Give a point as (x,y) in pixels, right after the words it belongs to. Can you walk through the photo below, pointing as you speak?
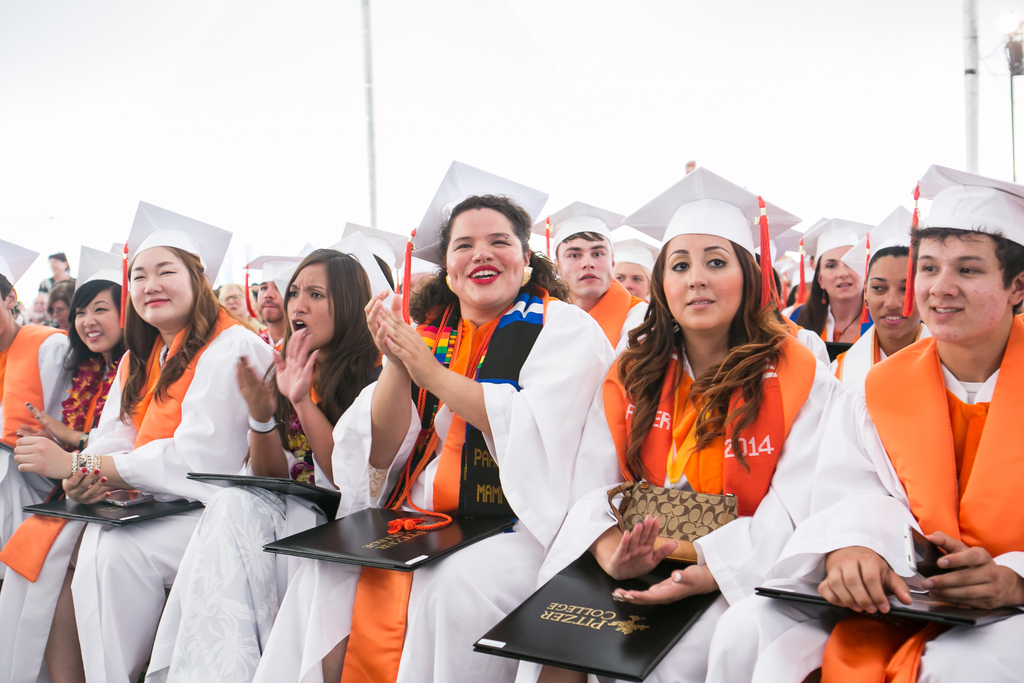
People (555,416) are seated wearing white hats (900,228) and graduation dresses (550,425) which are white and orange dresses (532,479). They are holding files (427,544) and there are poles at the back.
